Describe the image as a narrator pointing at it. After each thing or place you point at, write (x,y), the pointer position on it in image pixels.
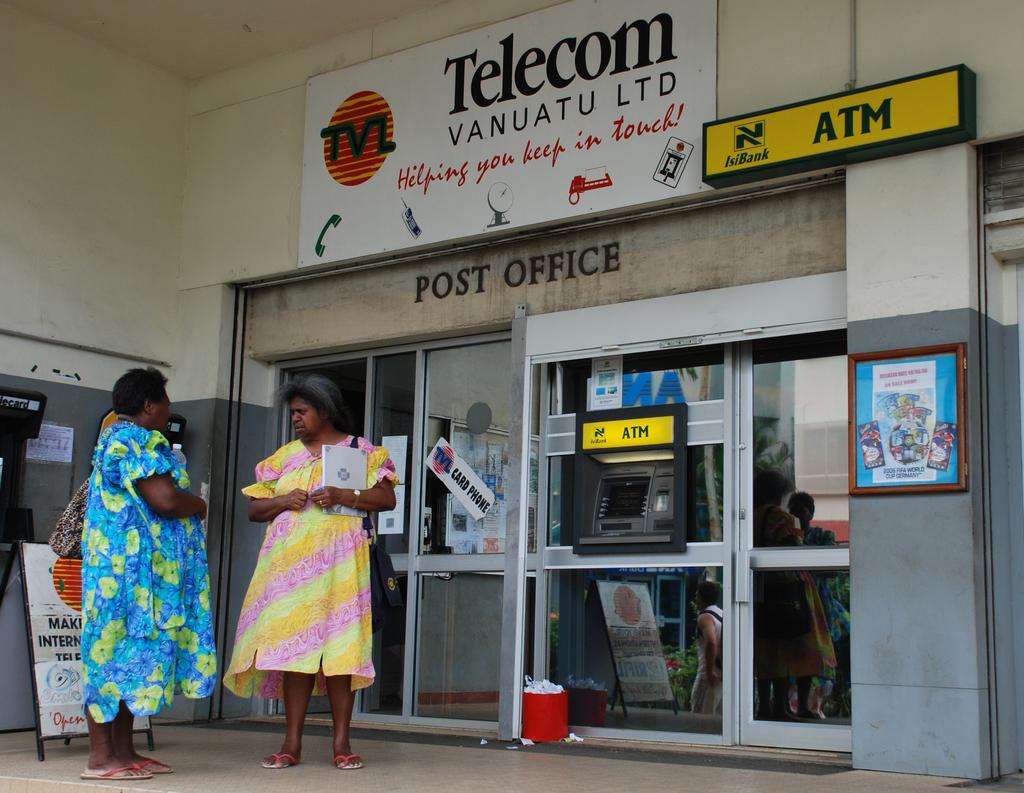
In the picture I can see two women (139,620) wearing yellow and blue color dress (182,579) standing on floor (64,764) and holding some objects (337,453) in their hands (319,492), on right side of the picture (772,456) there are some glass doors (467,506), ATM (600,549), top of the picture (527,190) there are some boards (635,156) attached to the wall (13,267), on left side of the picture (39,551) there are some boards (44,593) on floor (47,749) and there is a wall (15,626).
